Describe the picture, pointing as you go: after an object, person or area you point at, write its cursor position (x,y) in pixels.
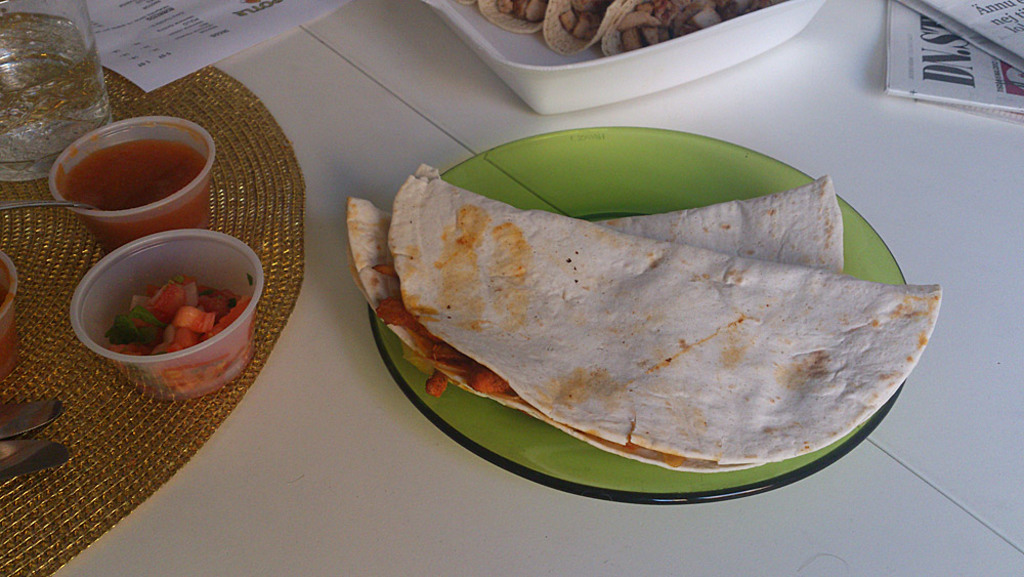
In this picture I can see there is a plate of food (603,296) placed here on the plate (662,182) and there is a bowl of vegetables (161,307) and sauce (105,176) placed on the table (1017,418) and on to right (908,62) there is a newspaper (937,60) and another paper (122,35) on to left side (153,17).
